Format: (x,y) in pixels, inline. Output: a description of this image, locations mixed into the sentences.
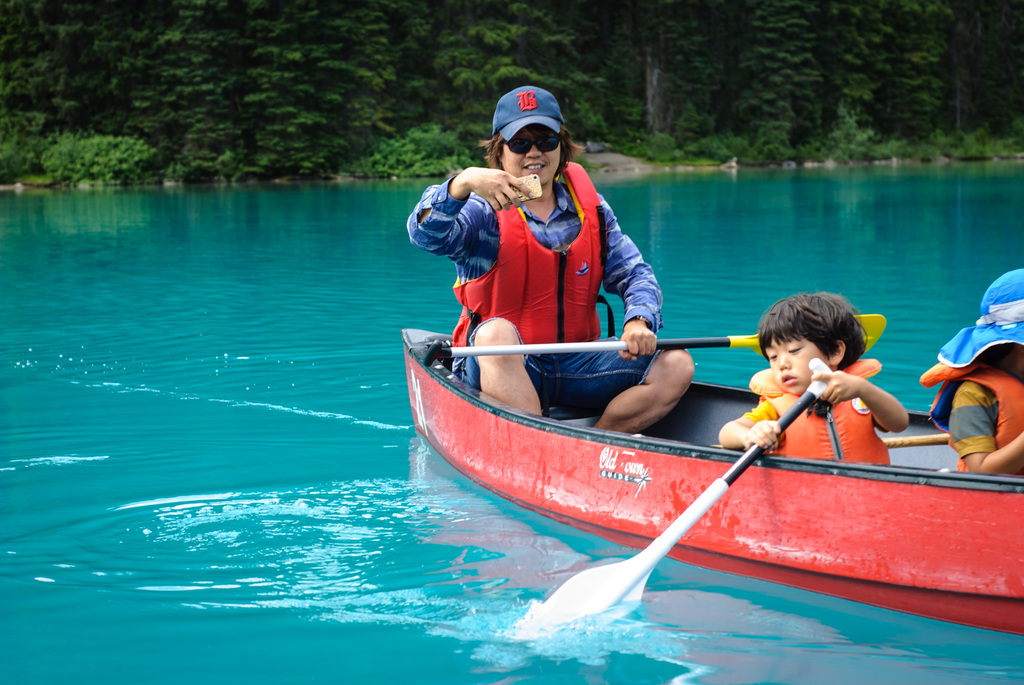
In this image we can see some people (551,267) sitting in the boat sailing the water (269,490) with oars (701,499). In that a woman (458,231) is holding an oar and a mobile phone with her hands (504,200). On the backside (600,115) we can see a group of trees (803,91).
